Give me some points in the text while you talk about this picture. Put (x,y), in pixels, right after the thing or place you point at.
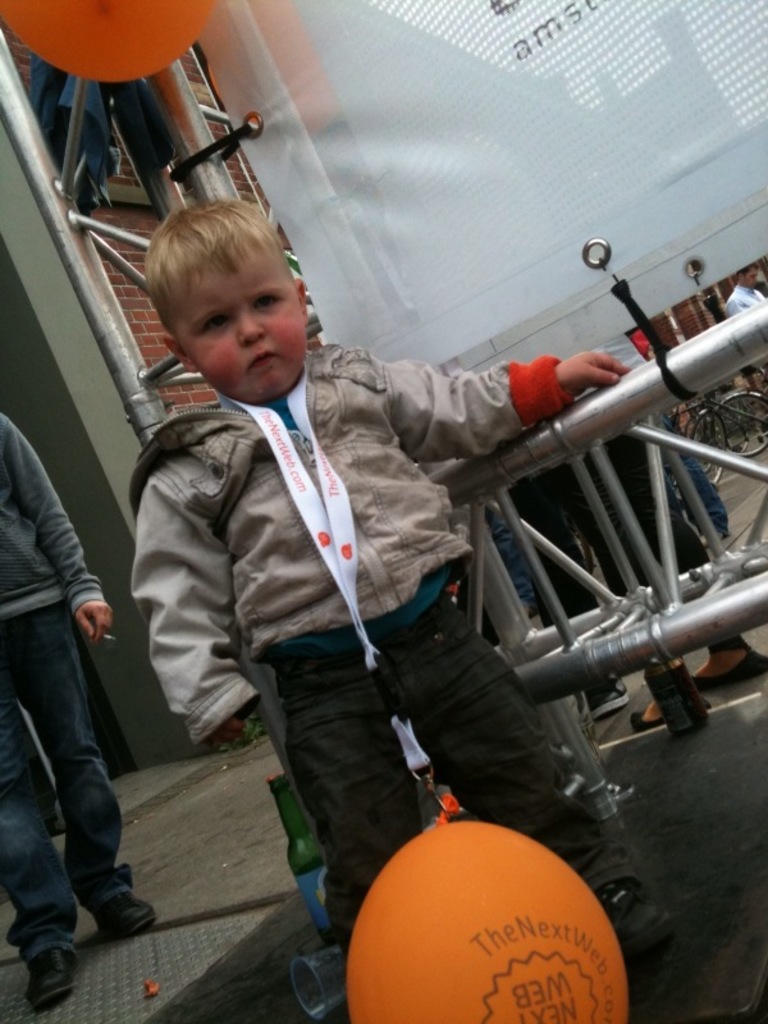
In this image there is a boy (325,769) standing behind the balloon (521,903). He is holding metal fence (615,494). Behind the fence (731,595) there is a bicycle (711,416) and a person (731,306). Left side (75,745) there is a person (61,643) holding a cigarette (107,638) in his hand (100,624). Right top there is a banner (397,55) attached to the rod (184,131) having a balloon (97,48).
